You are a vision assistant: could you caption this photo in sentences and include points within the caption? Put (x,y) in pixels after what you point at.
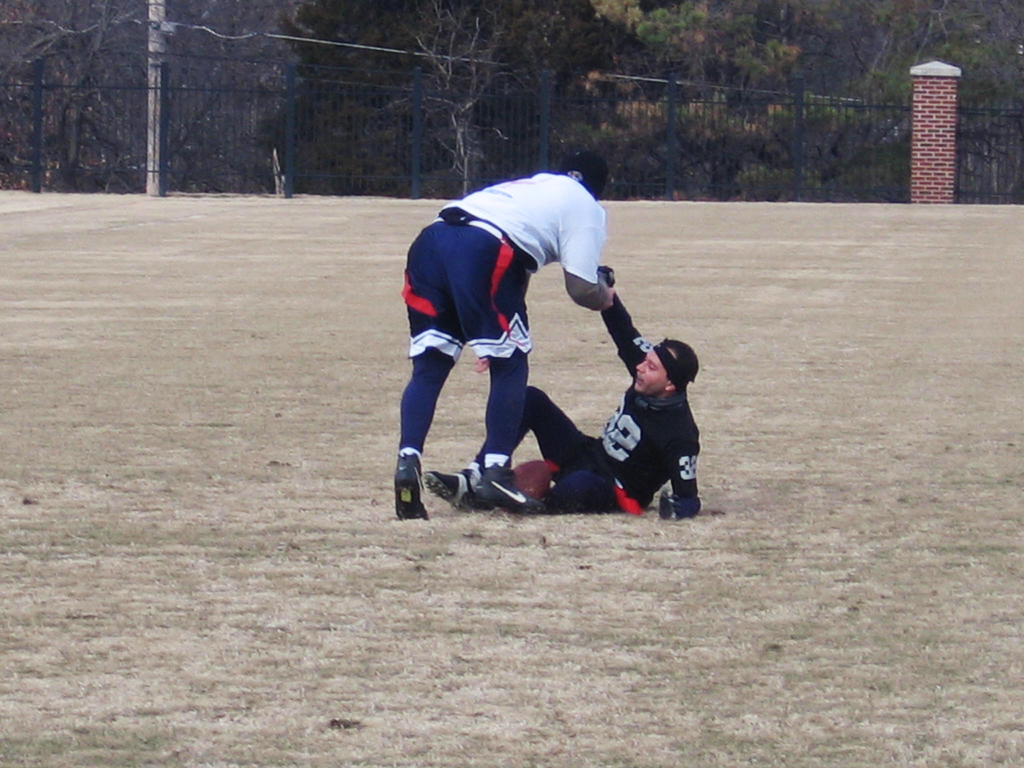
In the image there is a person (606,476) sitting on land (150,249) and a person (436,273) standing, they both holding hands (600,293), they seems to be sports persons (576,176), in the back (165,164) there is fence (244,152) with trees (936,40) behind it all over the place.
